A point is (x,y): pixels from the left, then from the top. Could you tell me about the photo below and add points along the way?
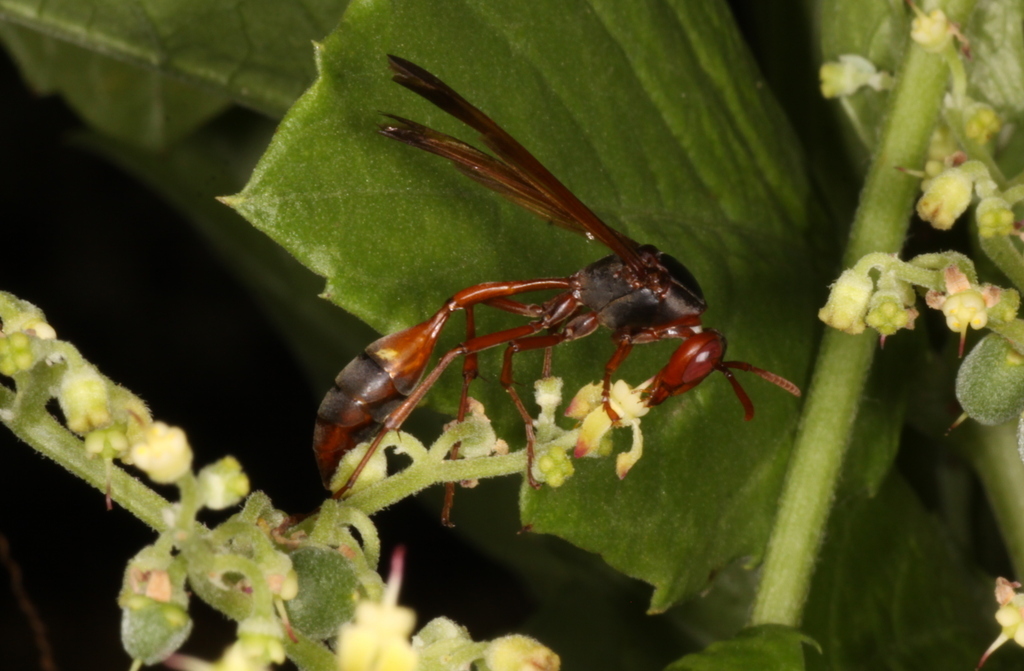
In the image there is an insect (673,389) standing on a plant (318,628).
